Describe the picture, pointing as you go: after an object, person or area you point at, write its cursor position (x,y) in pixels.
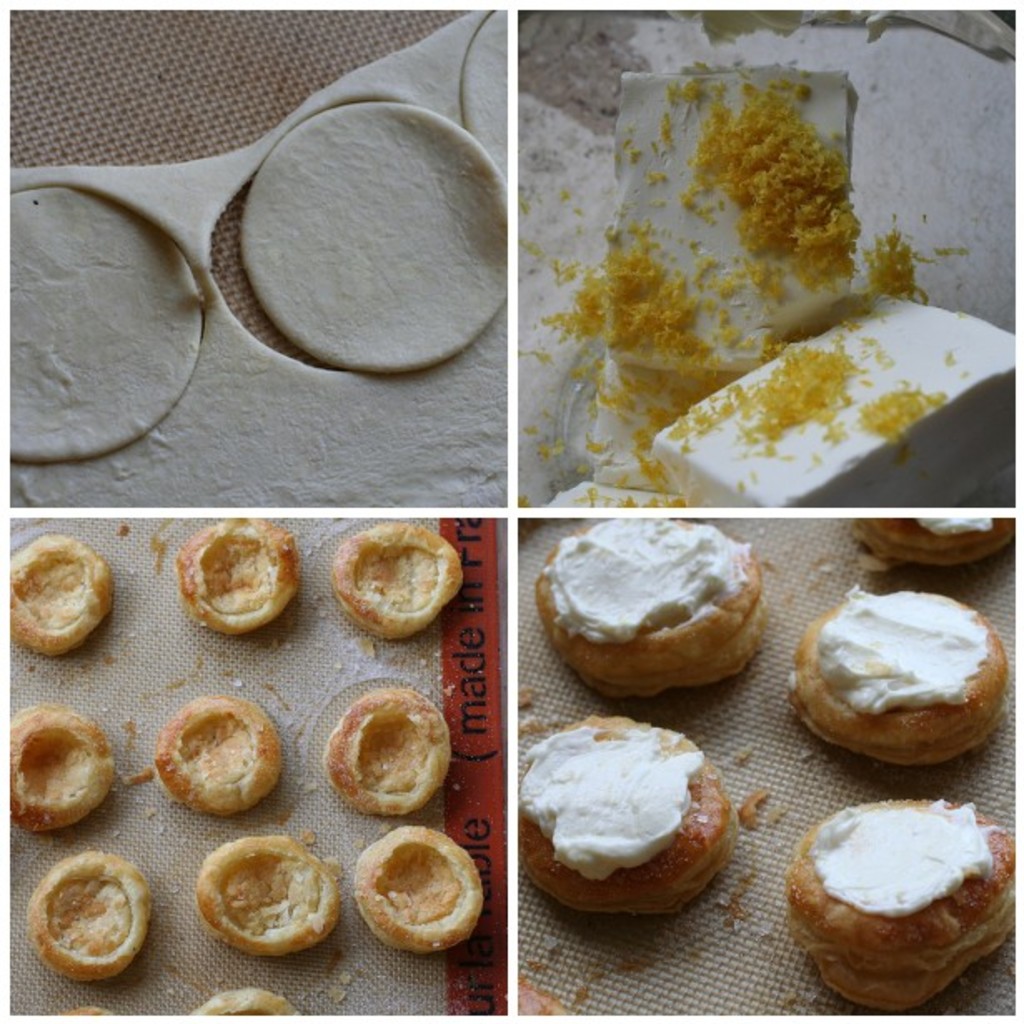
In this image we can see the collage picture of steps of food (342,240) preparation.
